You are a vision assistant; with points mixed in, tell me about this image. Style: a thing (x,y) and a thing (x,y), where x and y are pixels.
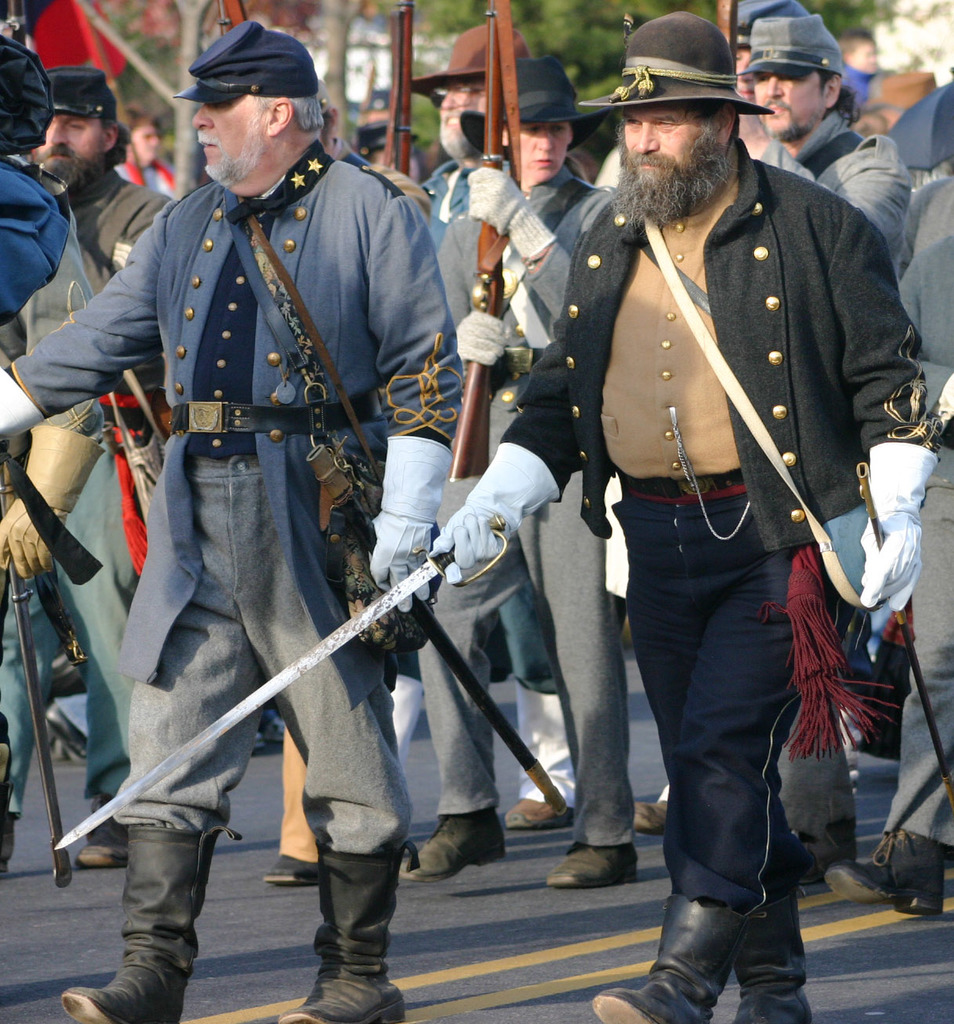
In this picture there are two persons (288,639) standing and holding swords (247,710) in their hands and there are few other persons (454,151) standing behind them are holding guns (520,145) in their hands (473,182) and there are trees (609,125) in the background (436,16).
